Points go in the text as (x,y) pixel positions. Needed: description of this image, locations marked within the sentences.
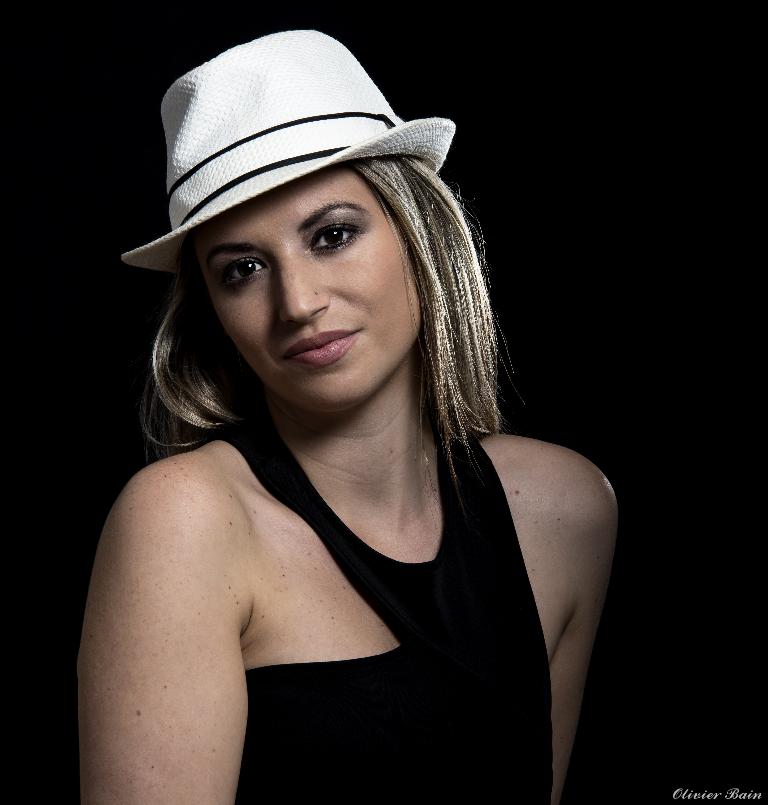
In this picture there is a girl (239,636) wearing black color top (542,744) with white color cap (311,163) on the head (419,343), smiling and giving a pose in the camera. Behind there is a black background (688,158).
